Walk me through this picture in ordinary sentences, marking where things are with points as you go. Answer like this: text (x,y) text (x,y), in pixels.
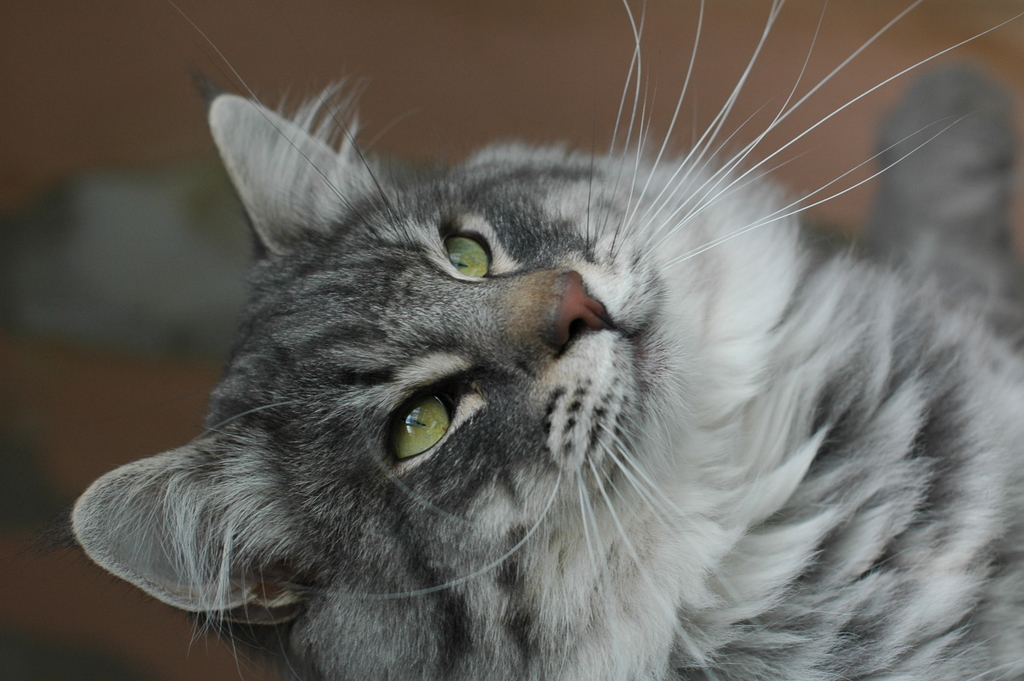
In the image we can see the cat (507,454), gray and white in color and the background (294,67) is blurred.
